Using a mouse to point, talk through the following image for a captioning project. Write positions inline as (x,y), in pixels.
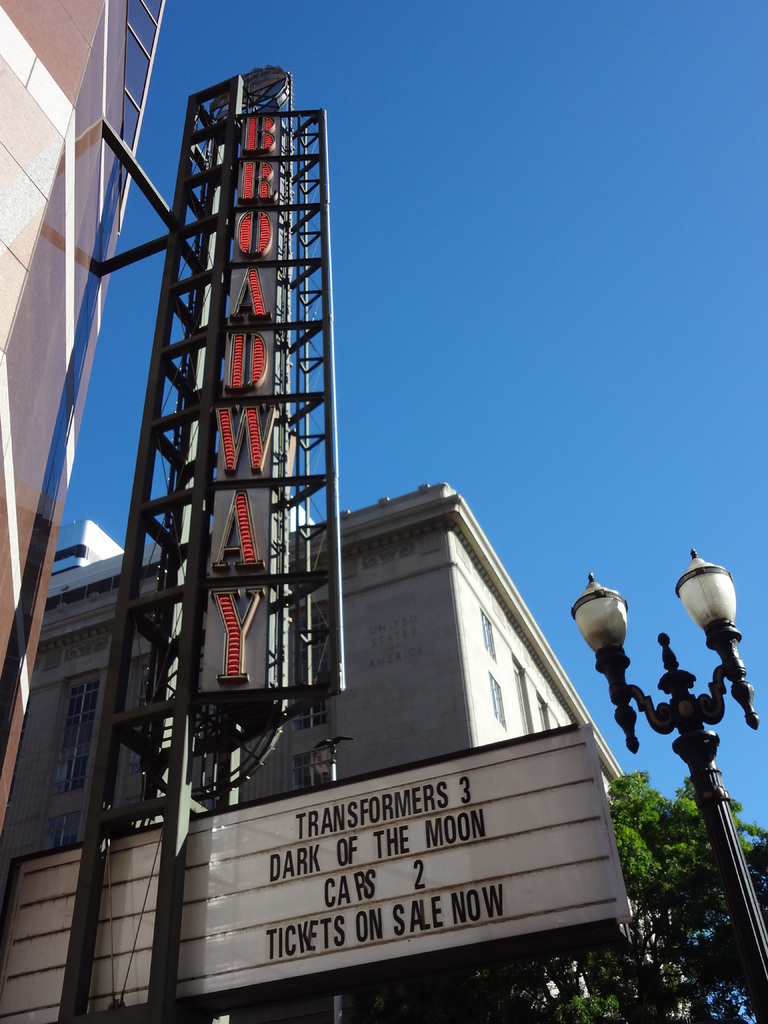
In the image we can see a building (349,716) with windows (89,684). Also there is a stand (214,313) with name (227,414). Also there is another board (319,865) with something written. On the right side (664,664) there is a light pole (687,673). Also there are trees (591,979). In the background (630,1004) there are trees (614,971).
